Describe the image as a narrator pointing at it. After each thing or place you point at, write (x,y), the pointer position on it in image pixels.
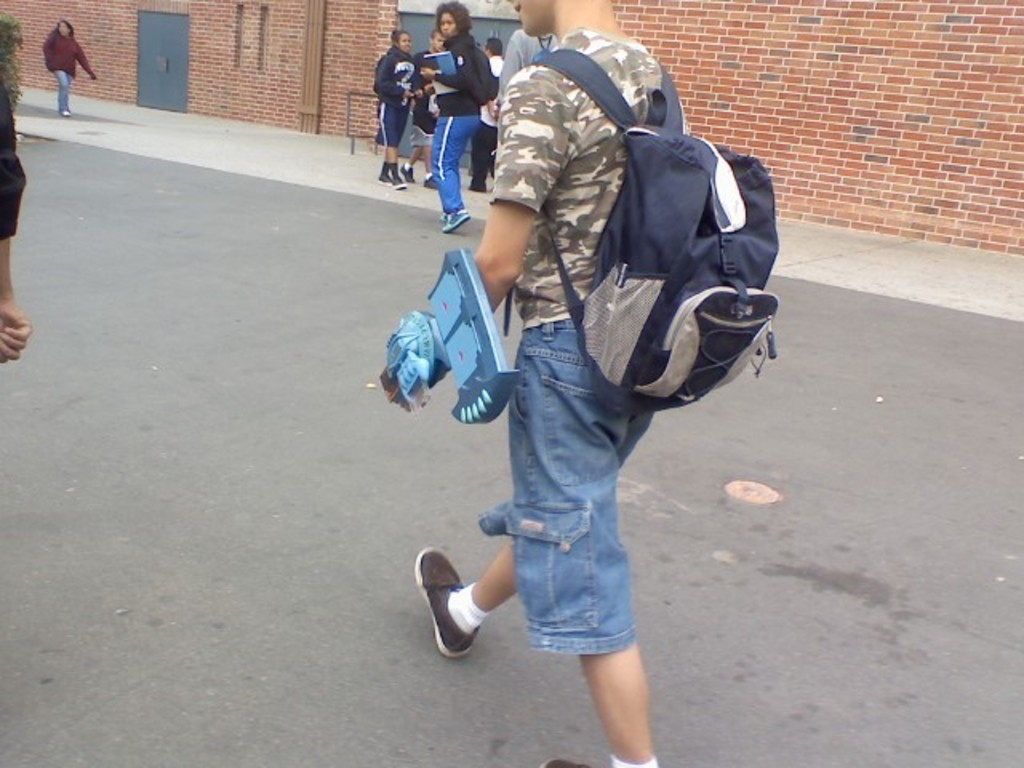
In this picture we can see some people (429,141) where some are walking on road (385,318) carrying their bags (690,246) and some are walking on footpath (151,116) carrying their books (450,56) and in background (800,41) we can see wall (371,66), pipe (314,84), door (150,24), tree (4,63).
